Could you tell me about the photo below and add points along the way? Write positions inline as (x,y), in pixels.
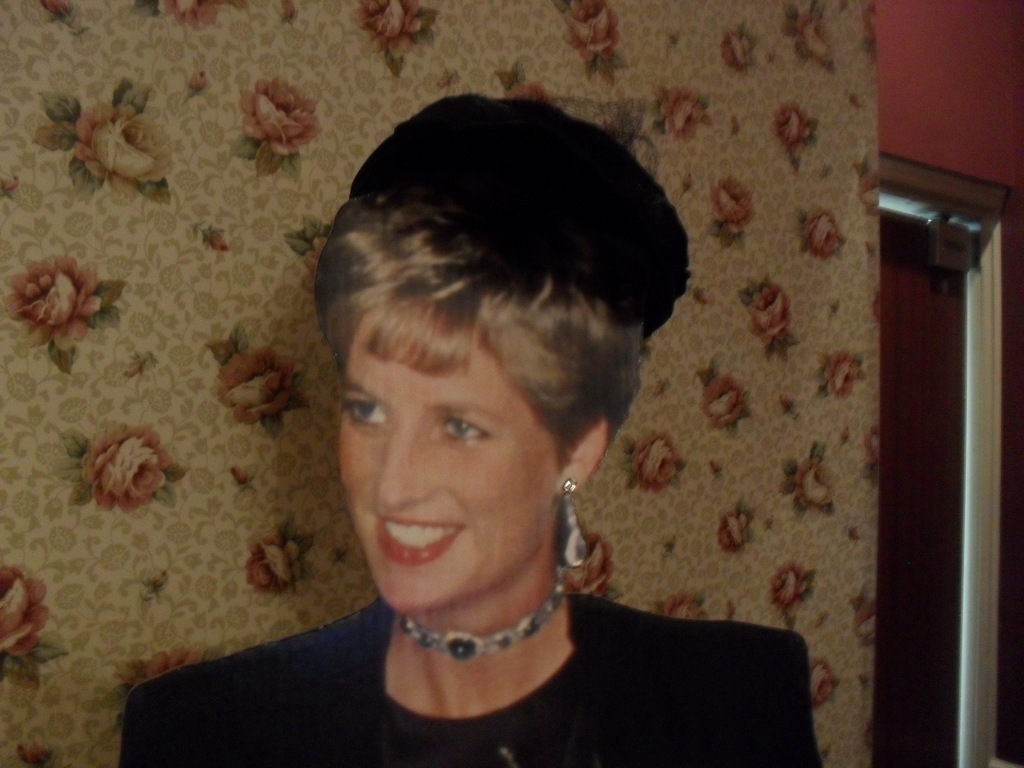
This is a picture of a woman (412,762) with a smile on her face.
